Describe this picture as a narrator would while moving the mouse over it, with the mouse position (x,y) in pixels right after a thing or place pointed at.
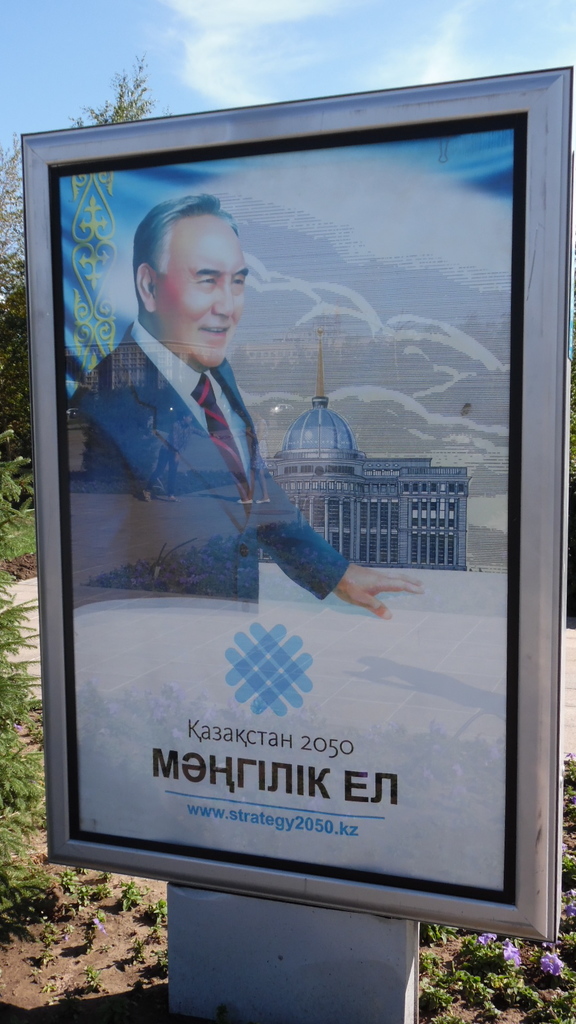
In this image I can see a board (357,462). In the board (197,494) I can see a person (174,445) wearing gray color blazer (171,390), white shirt (174,361), black and red color tie (205,388) and I can also see a building (358,483). Background (15,91) I can see trees (12,301) in green color and sky (246,44) in white and blue color.
